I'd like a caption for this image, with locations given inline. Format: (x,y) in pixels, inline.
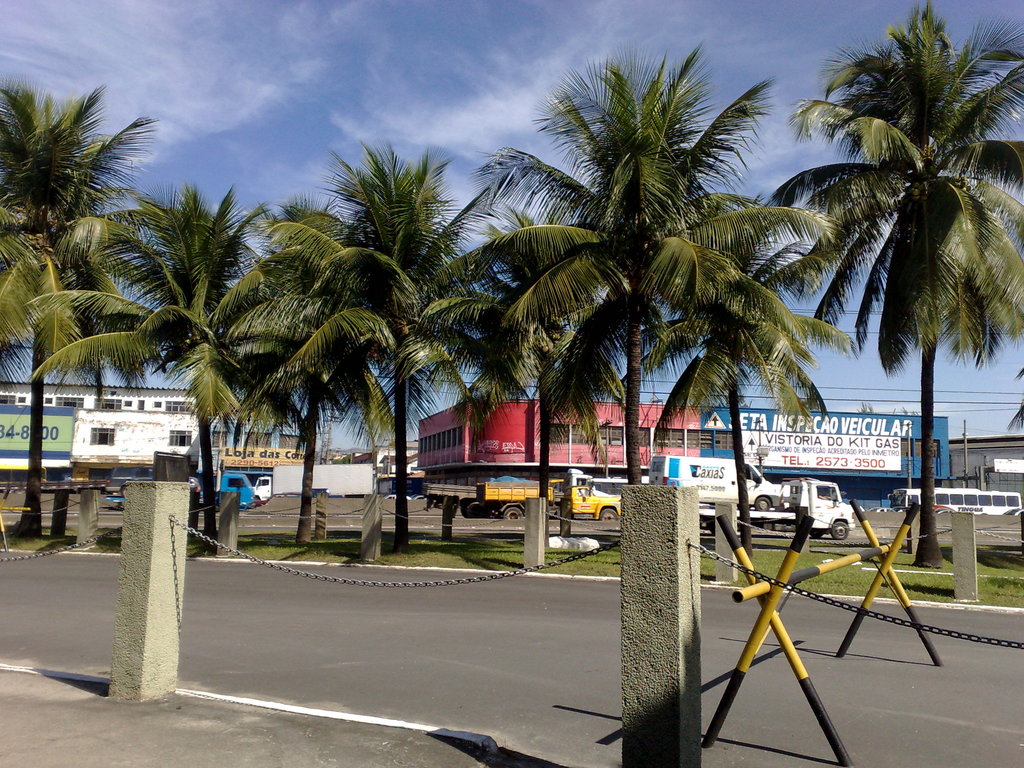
In this picture we can see a hurdle (756,653) on the road (571,648), fences (795,588), grass (463,553), trees (233,392), vehicles (937,490), name boards (54,429), buildings (143,418) and some objects (129,521) and in the background (365,87) we can see the sky (447,96).
